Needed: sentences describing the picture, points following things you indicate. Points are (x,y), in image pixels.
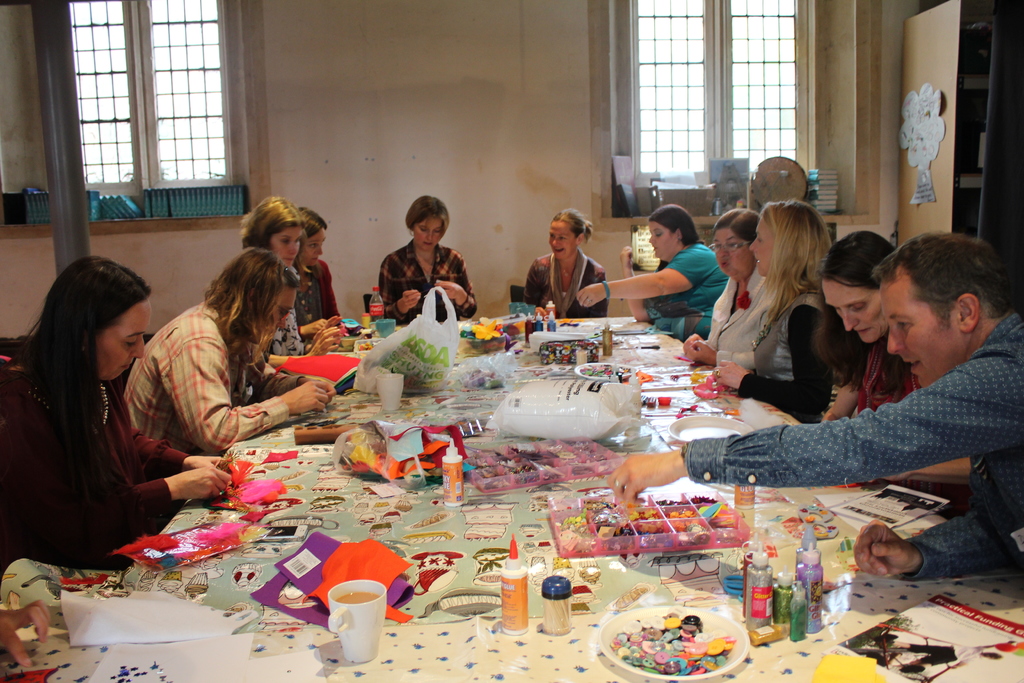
In this picture we can see a few cups (365,630), bottles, carry bags (424,309), plates (740,638) and decorative items (721,662) on the table (485,536). We can see a group of people (293,346) sitting on the chair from left to right. There are books (813,201), boxes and some blue objects (91,201) are visible on the shelves (977,135). We can see the windows (684,78) and a wall (453,193) in the background (336,182).
